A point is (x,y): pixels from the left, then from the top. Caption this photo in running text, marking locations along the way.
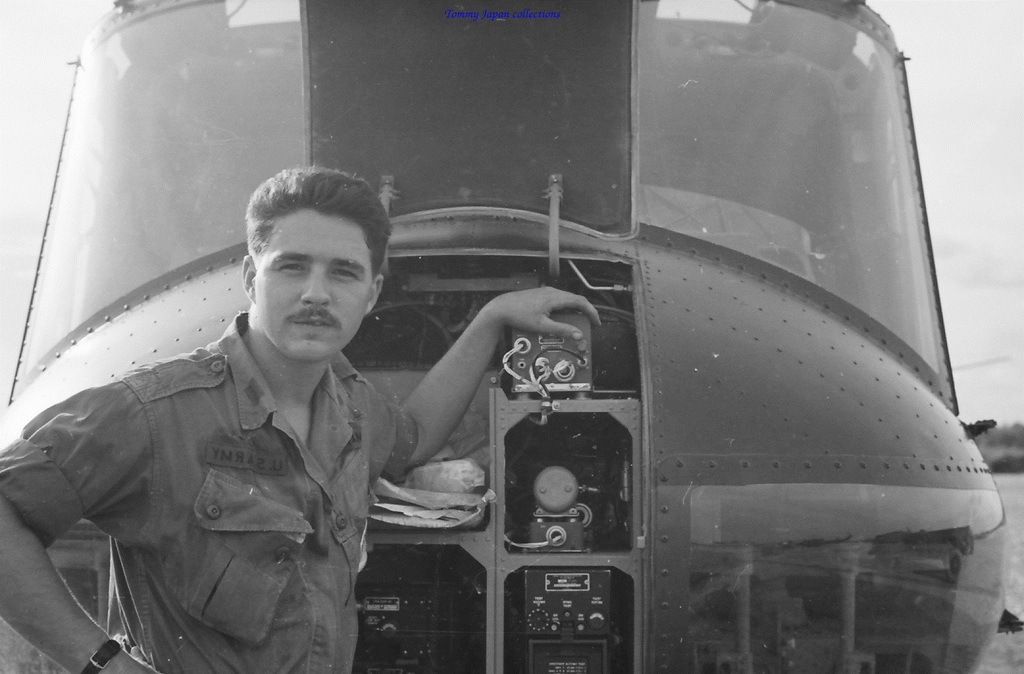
In this image I can see on the left side (336,500) a man (323,531) is standing by keeping his hand (554,324) on a helicopter (587,381), he wore shirt (313,535) and in the middle (486,296) it is a helicopter (641,217).
